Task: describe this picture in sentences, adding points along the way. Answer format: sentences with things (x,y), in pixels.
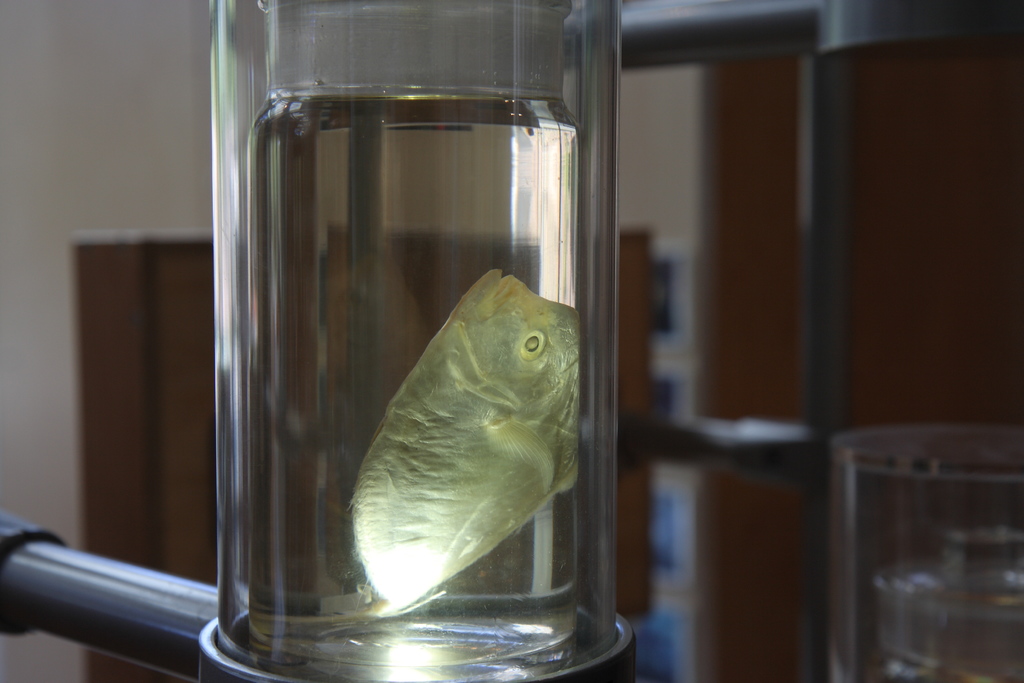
In the foreground of this picture (409,421), there is a fish (462,439) which is preserved in a bottle (374,171). In the background (211,520), there is a cupboard (173,339), a wall (92,121) and few are unclear.
